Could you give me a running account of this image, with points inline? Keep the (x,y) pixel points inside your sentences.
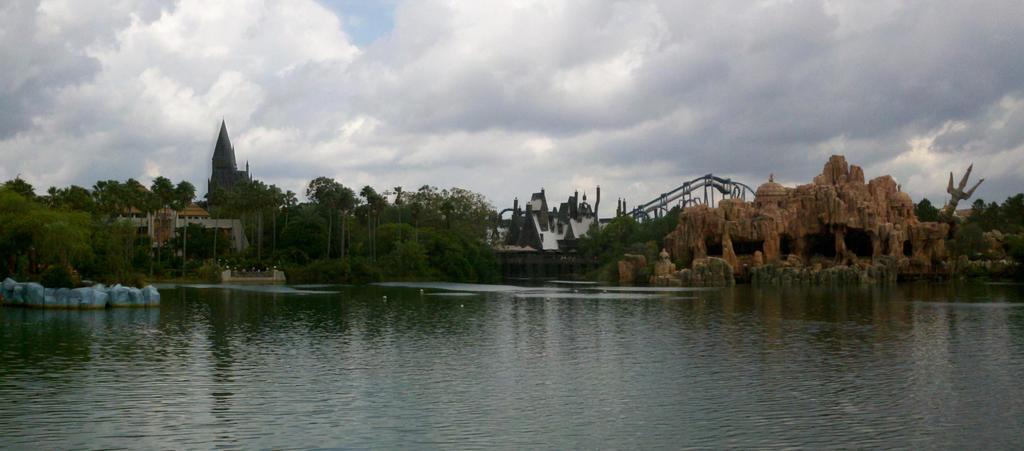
In this image we can see sky (588,54) with clouds (401,115), trees (138,270), castles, rocks (23,282) and water (371,327).
